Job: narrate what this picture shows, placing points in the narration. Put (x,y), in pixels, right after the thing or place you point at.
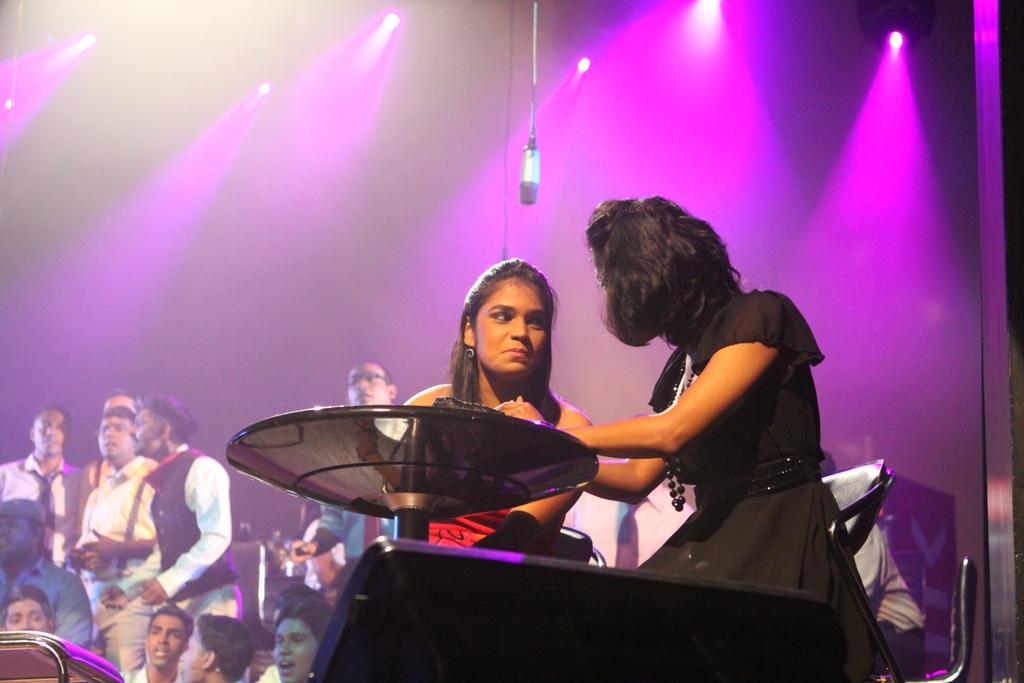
In the center of the image (560,407) we can see two girls (515,348), one sitting on the chair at the table (467,485). In the background (59,464) we can see group of persons (121,580). In the background (565,88) we can see lights (904,76). At the top of the image (534,105) there is mic (526,172).
